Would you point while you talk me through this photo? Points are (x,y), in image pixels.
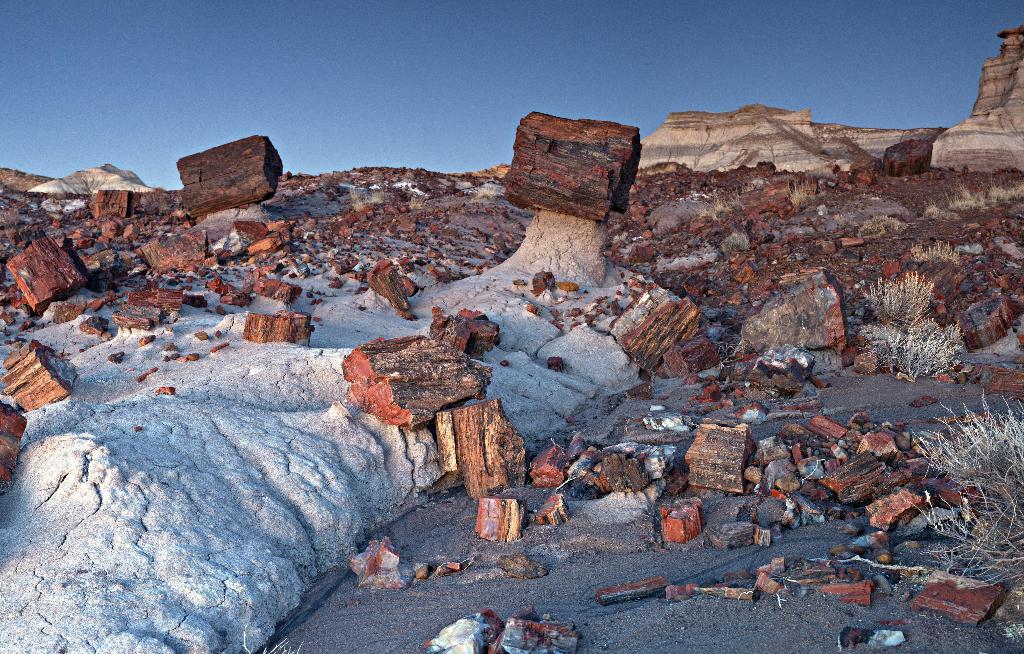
In this picture we can observe wooden logs (513,182) and there are some pieces of wood (696,441) on the land (640,209). There are dried plants (925,372) here. In the background (749,161) there are hills (802,121) and a sky (347,69).
